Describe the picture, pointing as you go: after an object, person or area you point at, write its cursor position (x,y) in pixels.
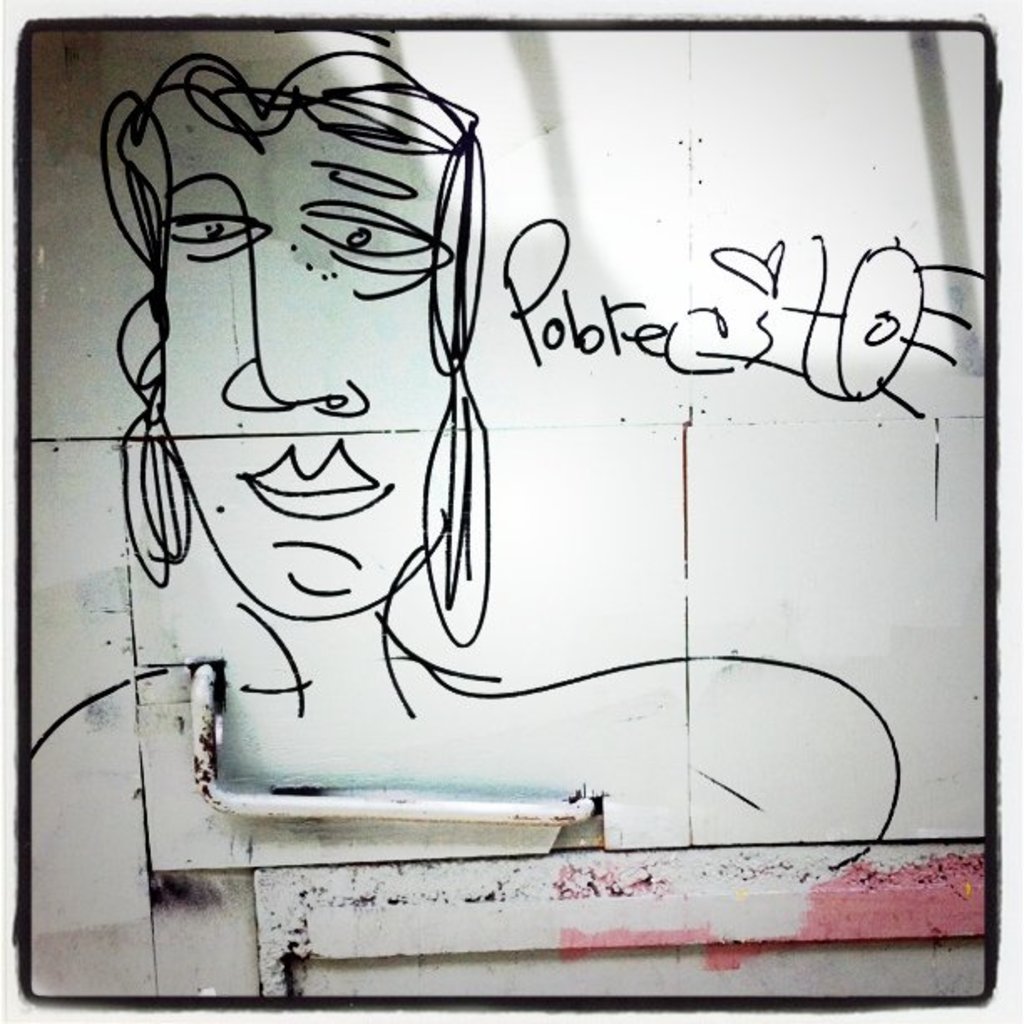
In this image there is a wall (502,749) with an art (348,251) and a text (650,306) on it and there is a pipe (273,798).
